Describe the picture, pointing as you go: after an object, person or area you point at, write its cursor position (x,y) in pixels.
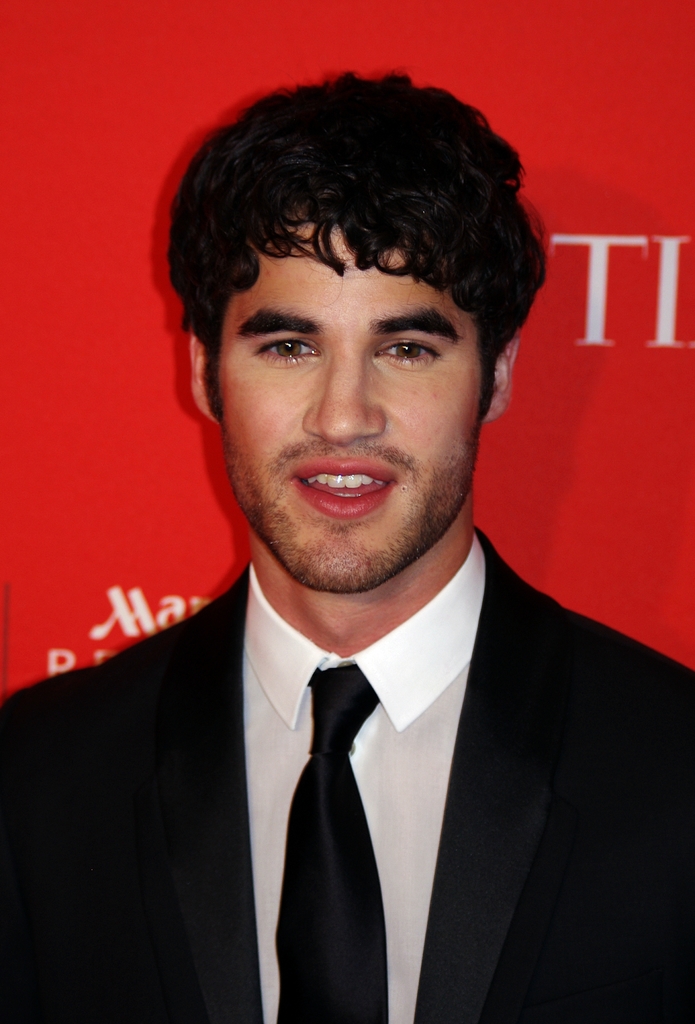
A man (437,727) is wearing black color suit (495,761), there is red color background (197,96).
